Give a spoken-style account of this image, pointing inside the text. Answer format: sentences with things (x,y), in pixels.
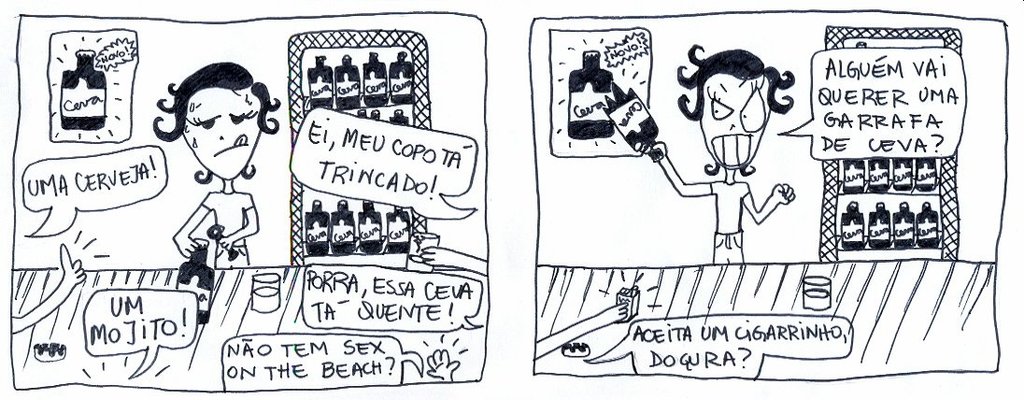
It is an animated picture, the image of two people (231,158) are drawn and some quotations (78,177) are written around the pictures (214,146) of the people (244,167).
